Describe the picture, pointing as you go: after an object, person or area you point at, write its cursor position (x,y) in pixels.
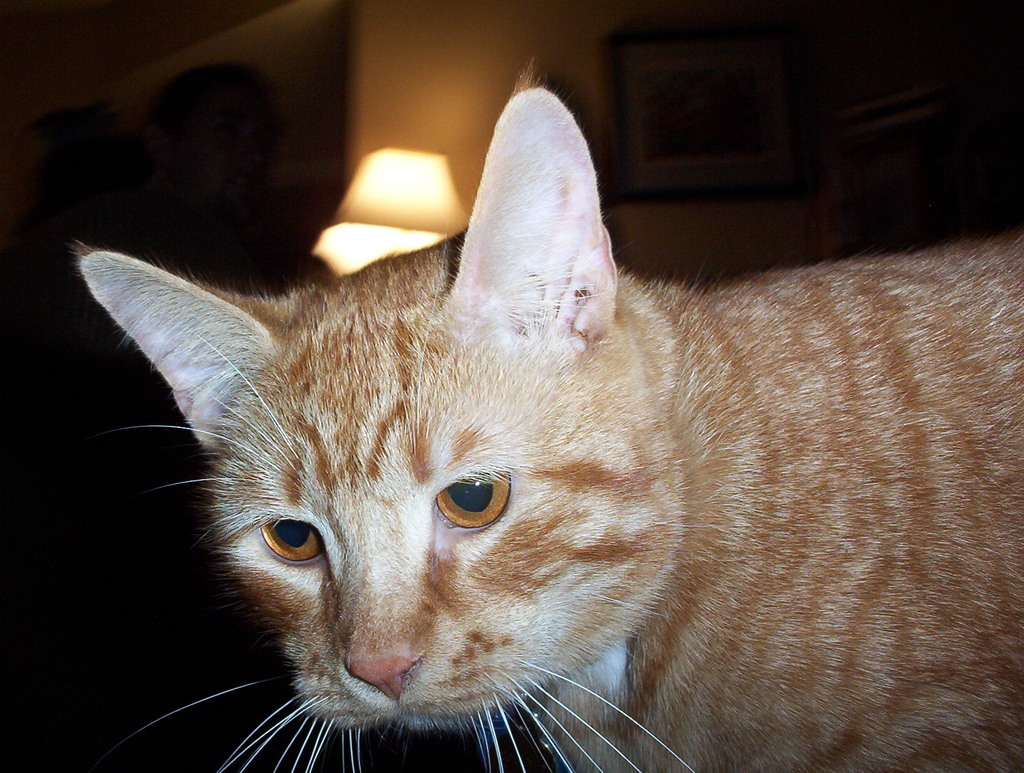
We can observe a cat (420,442) in this picture. The cat (448,472) is in brown and cream color. In the background (395,220) we can observe a lamp (407,192) and a photo frame (659,125) fixed to the wall (498,54).
